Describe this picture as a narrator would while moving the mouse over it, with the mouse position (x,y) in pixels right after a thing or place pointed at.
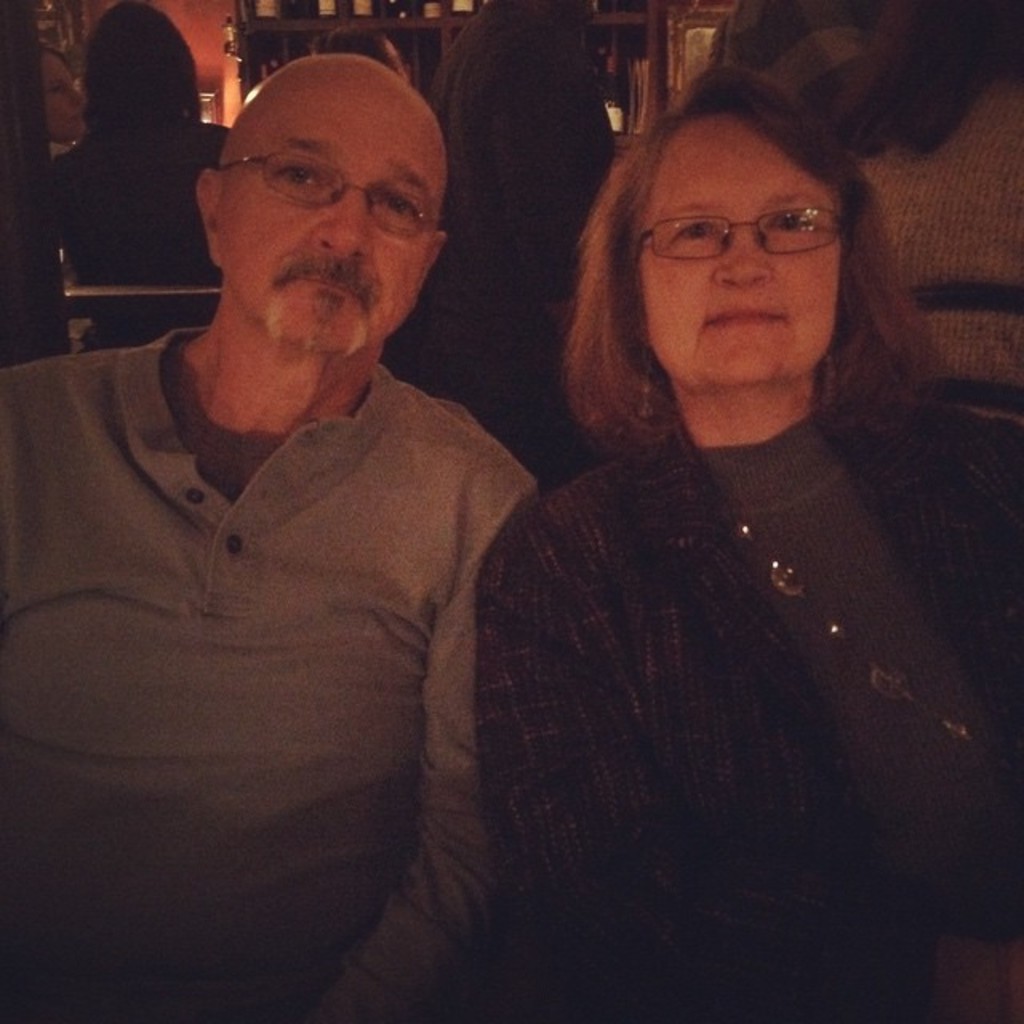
In this image, there are a few people (386,407). In the background (296,38), we can see some shelves (251,74) with objects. We can also see the wall (84,38).
